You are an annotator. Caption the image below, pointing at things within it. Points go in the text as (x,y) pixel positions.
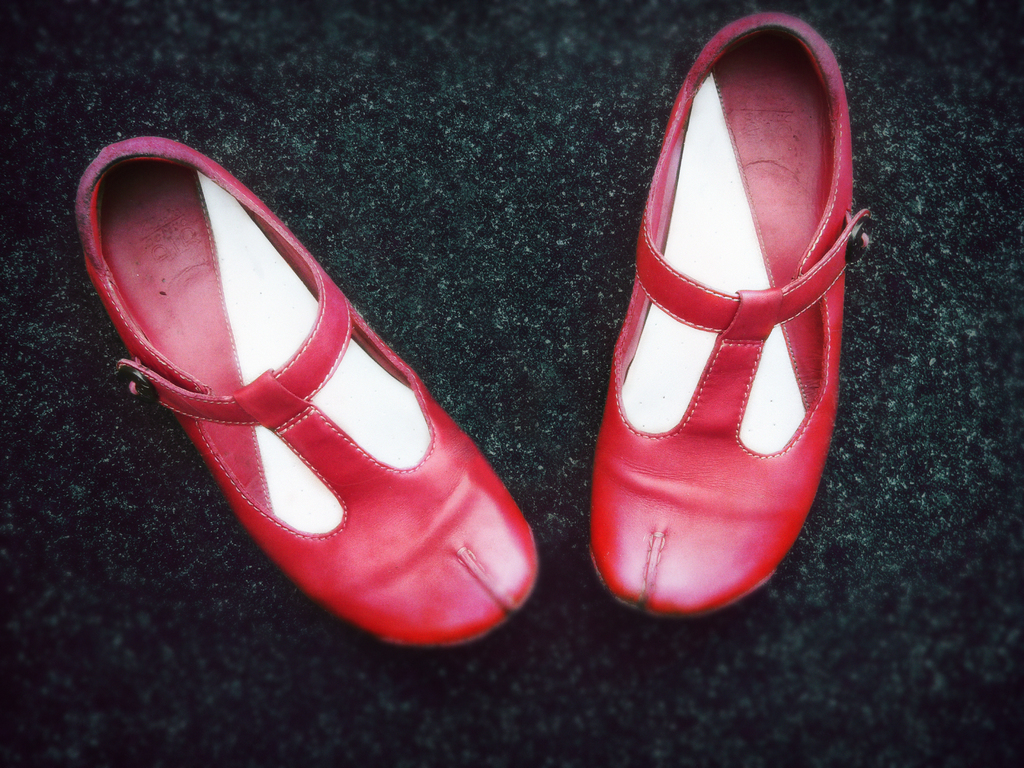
We can see footwear (707,259) on the surface (545,93).
